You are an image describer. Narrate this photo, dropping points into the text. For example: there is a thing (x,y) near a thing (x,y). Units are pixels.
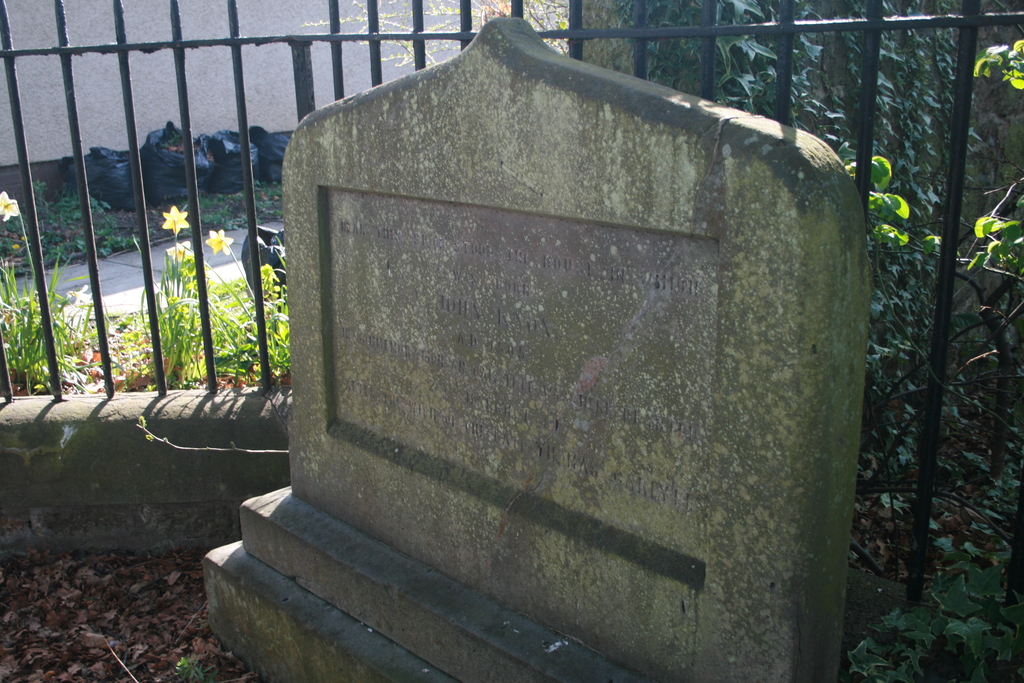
In this image I can see a stone (520,361) with some text (488,439) written on it. In the background (196,249), I can see the rail (249,162). I can see the flowers (178,253) and the polythene covers (172,165).
